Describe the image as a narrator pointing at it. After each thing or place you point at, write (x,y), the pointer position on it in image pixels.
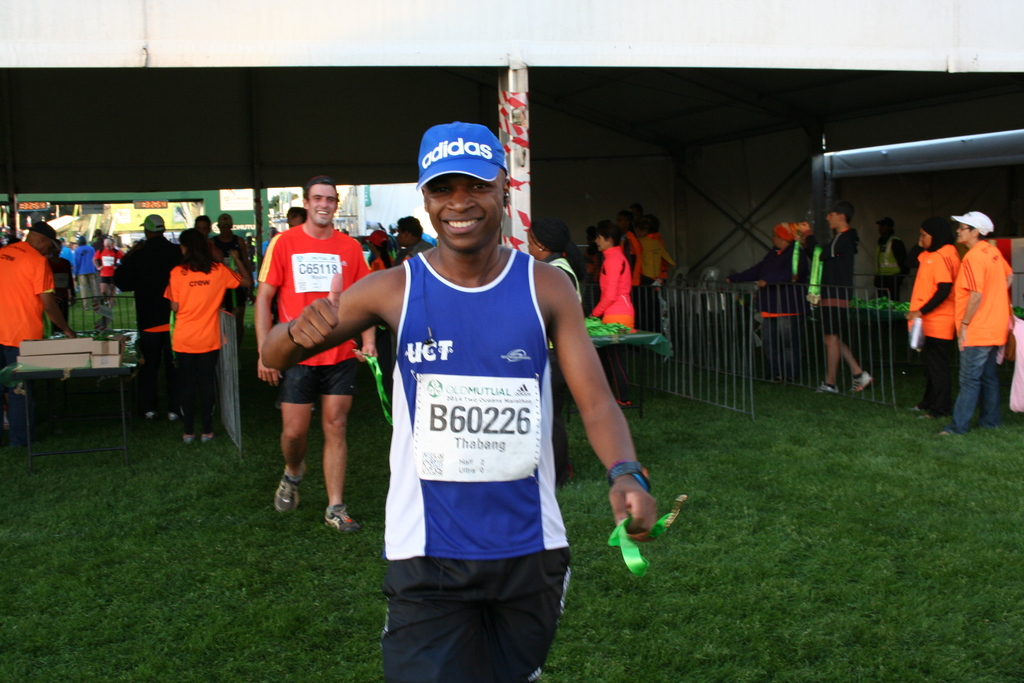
In this image there is a man (457,368) in the middle (459,349) standing on the ground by keeping his thumbs (331,295) up. In the background (303,244) there are few other people (281,264) standing in the queue (178,321). On the right side (928,306) there are few people (879,281) walking on the ground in between the railings (767,319). On the ground (802,550) there is grass (795,549).
